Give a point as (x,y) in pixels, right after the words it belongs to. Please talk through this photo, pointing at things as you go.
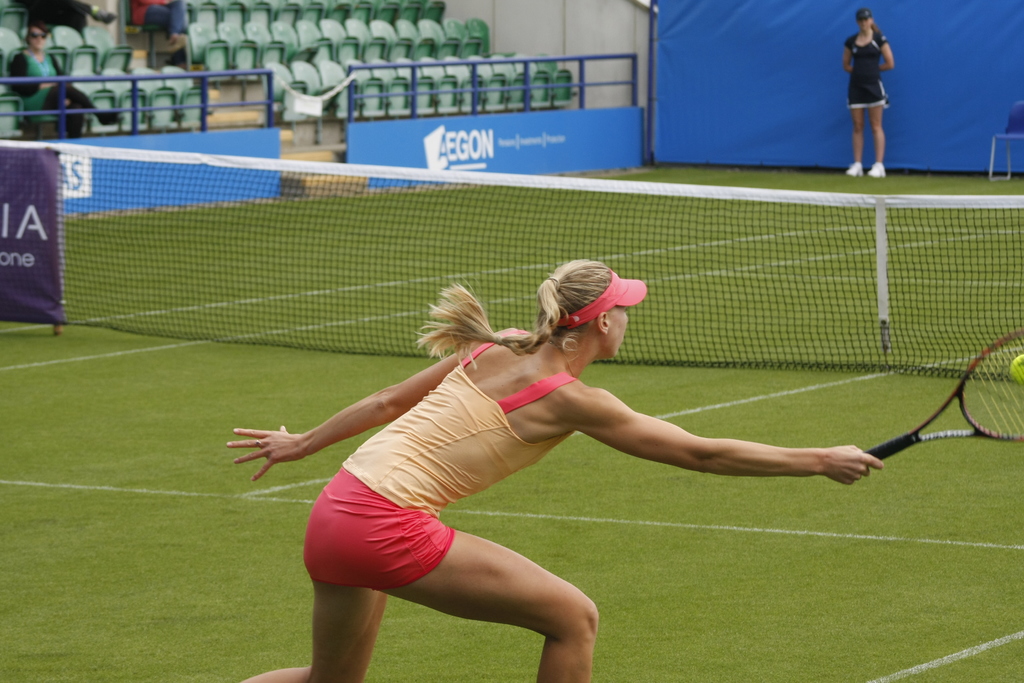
In the image we can see there is a woman (471,487) who is standing with the tennis racket (1014,397) and hitting a ball (1016,357) and in front of her there is a net (456,238) and on the other side there is another woman (859,103) who is standing and the people (33,54) are sitting on chair (84,60).
